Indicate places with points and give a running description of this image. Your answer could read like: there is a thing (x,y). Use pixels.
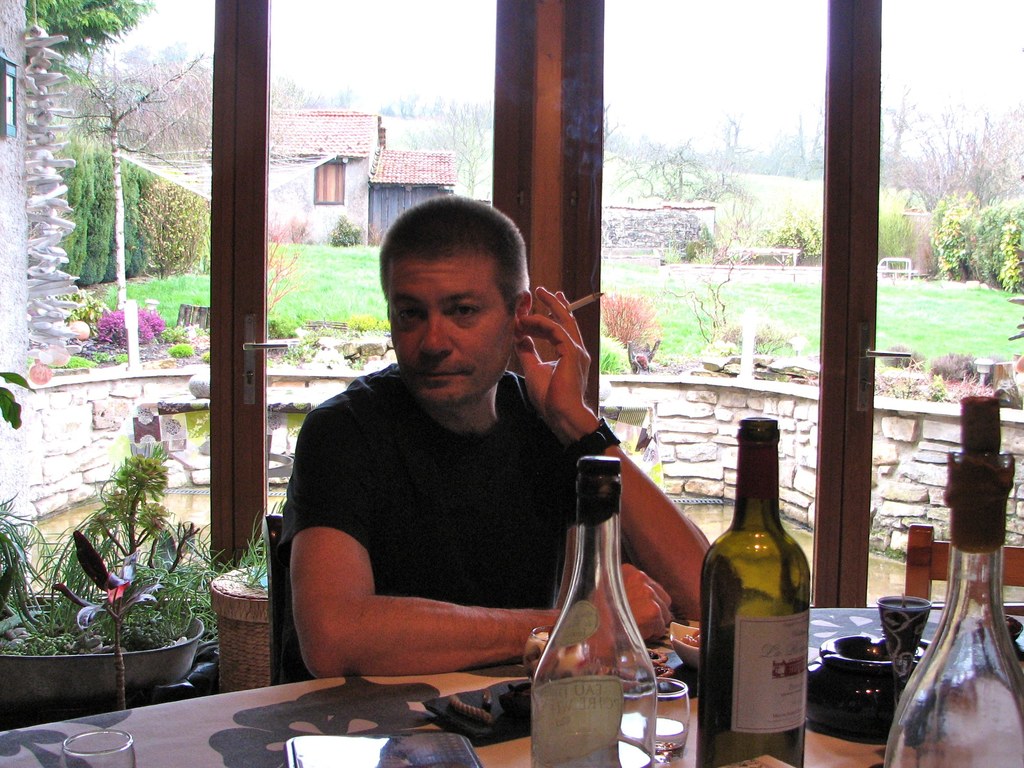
This man (398,494) wore black t-shirt (402,508), holding cigar (589,300) and sitting on a chair (279,528). In-front of this man (555,549) there is a table (483,757), on this table (251,751) there are bottles (772,638), glass (678,720), bowl (680,647) and things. Backside of this person (311,562) there are plants (171,636). From this glass doors (253,224) we can able to see building (408,194) with window (330,190), plants (634,334) and trees (130,172).
